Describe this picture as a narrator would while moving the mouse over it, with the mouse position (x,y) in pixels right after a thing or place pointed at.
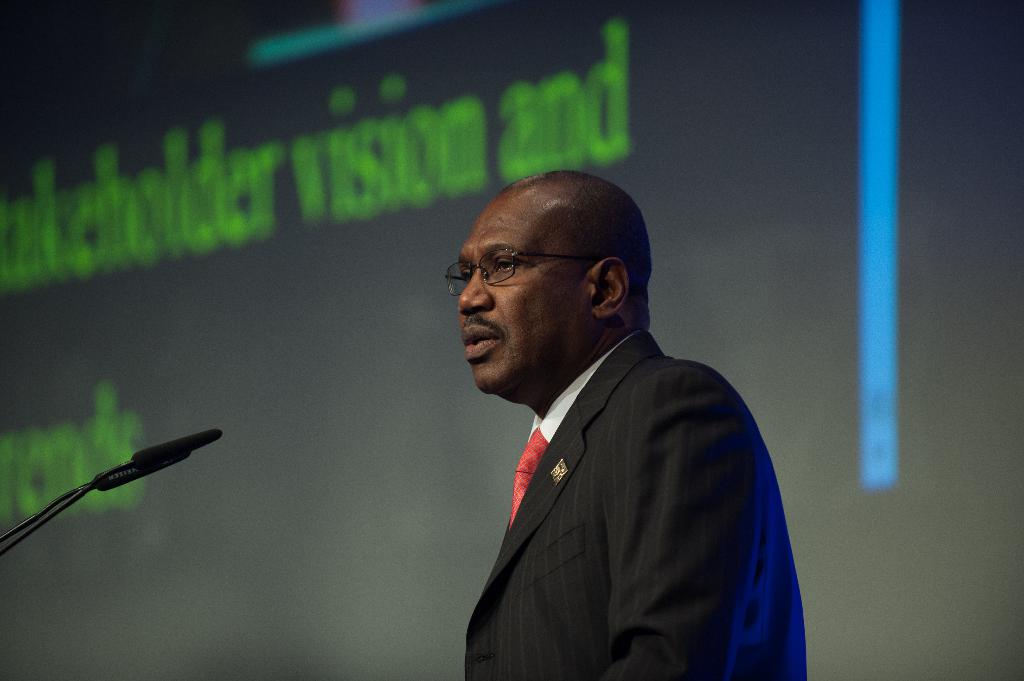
In the image there is a bald headed man (551,338) in black suit (641,527) talking on mic (23,537) and behind there is a screen (370,232).
